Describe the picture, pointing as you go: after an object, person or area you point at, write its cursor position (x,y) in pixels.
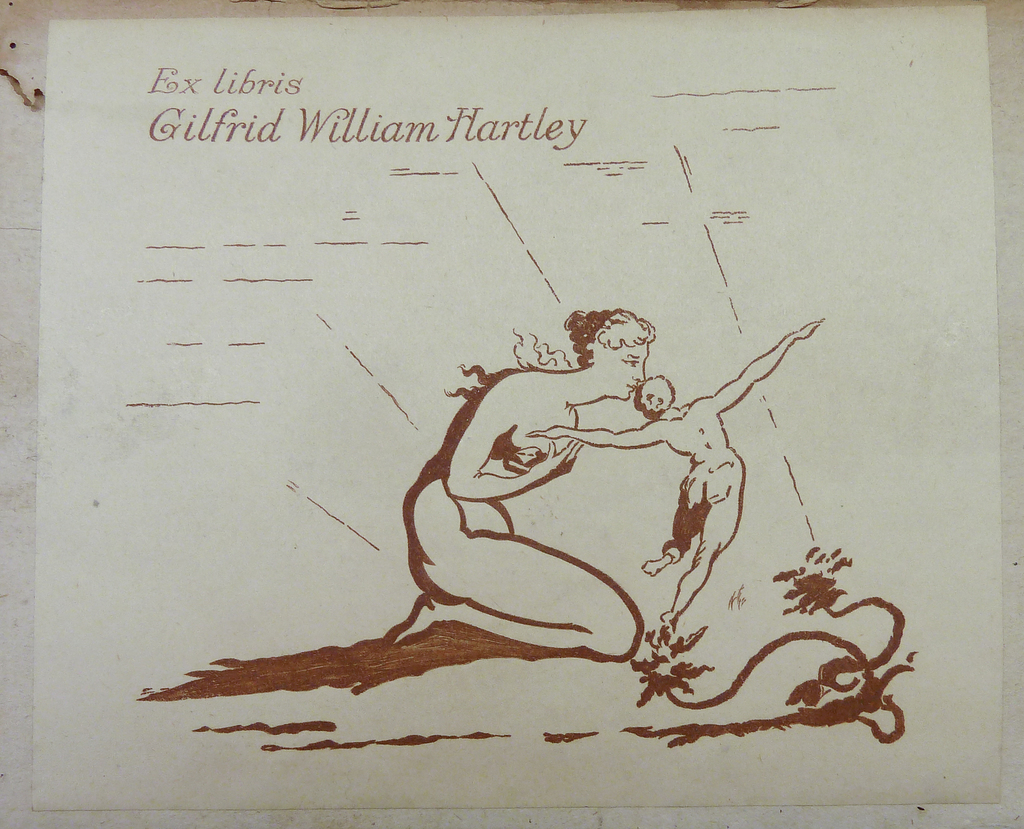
Something written on this white paper (429,151). Here we can see a sketch (606,625).
